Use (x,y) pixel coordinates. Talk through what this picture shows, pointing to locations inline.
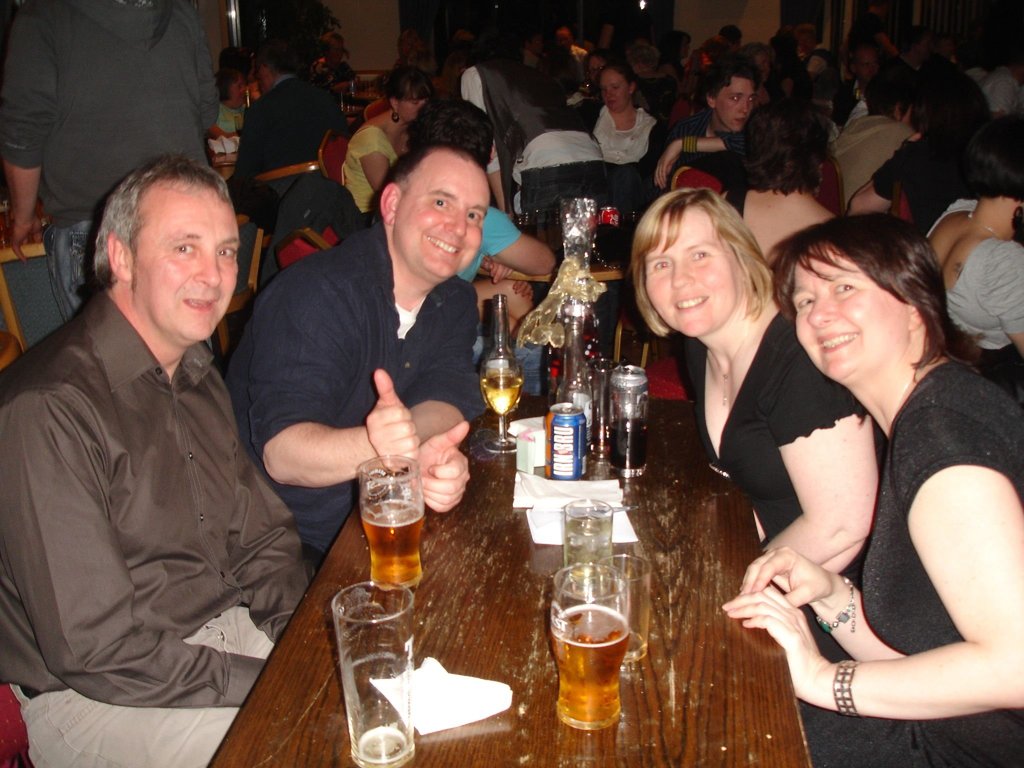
In this image there are group of persons (769,498) sitting and having their drinks (571,602) at the middle of the image (641,436) there are glasses (586,606) and bottles (579,381) on top of the table (533,596).
